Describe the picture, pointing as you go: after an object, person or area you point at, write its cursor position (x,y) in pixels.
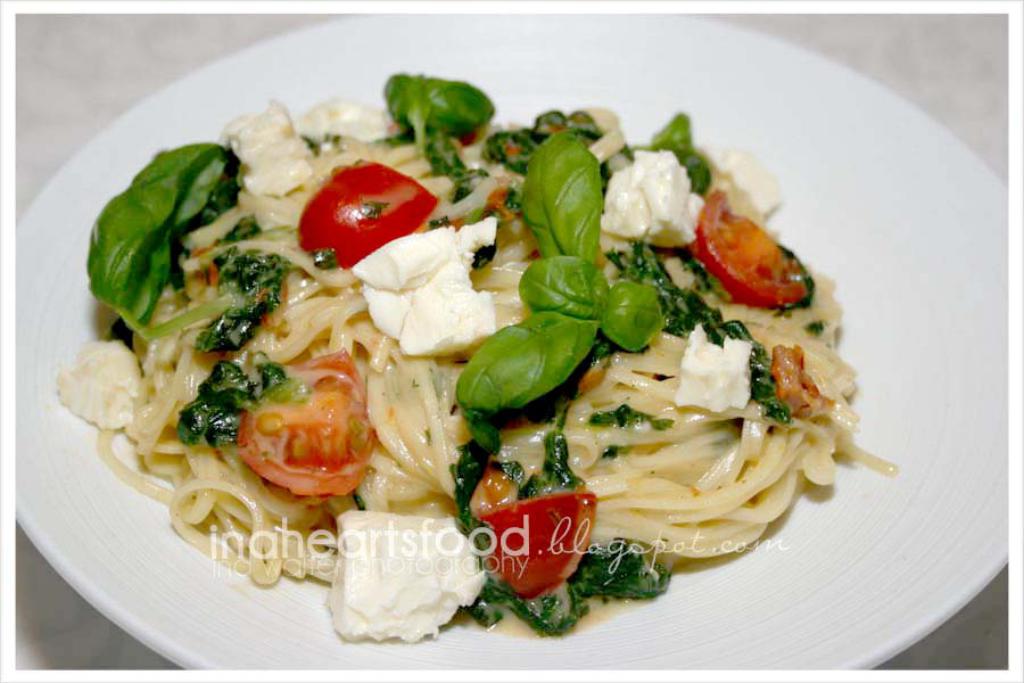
In this picture I can see there is a plate (863,600) and there is some food (373,426) on the plate (856,588), with green leafy vegetables (522,352) garnished, it is placed on the white surface (87,632). There is a watermark (325,557) in the center of the image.
